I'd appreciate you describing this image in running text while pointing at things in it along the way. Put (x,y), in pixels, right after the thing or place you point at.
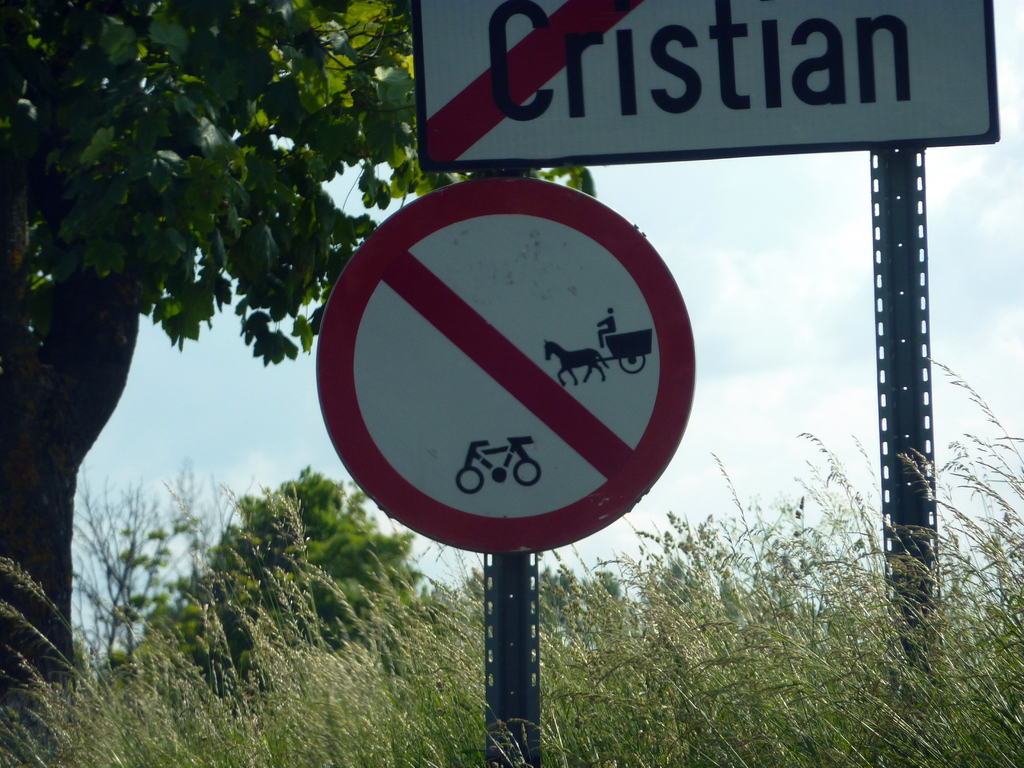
In this image there is the sky (763,322), there are clouds (751,290) in the sky (738,265), there is a tree (197,98) towards the top of the image (131,128), there are plants (364,678) towards the bottom of the image (277,698), there are boards (511,388), there is text (838,76) on the board (701,83).
